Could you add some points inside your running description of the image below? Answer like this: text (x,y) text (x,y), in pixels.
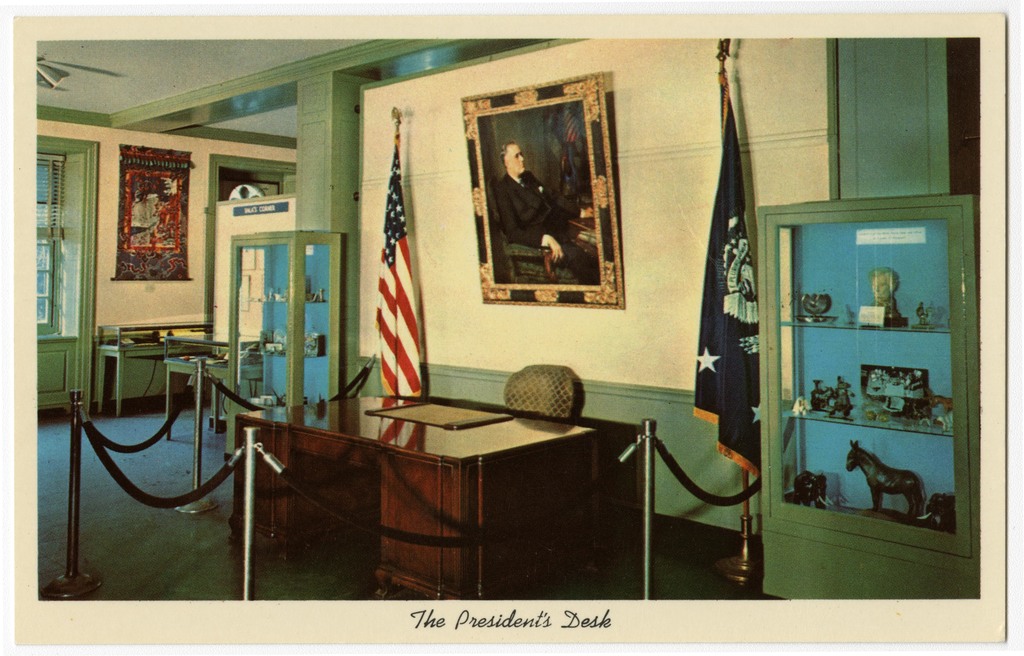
There is a table (463,497), chair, showcase (793,319), flags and a photograph (618,304) in the foreground area of the image (610,294), it seems like racks (298,235), window (58,227) and a poster (155,192) in the background (167,200).
